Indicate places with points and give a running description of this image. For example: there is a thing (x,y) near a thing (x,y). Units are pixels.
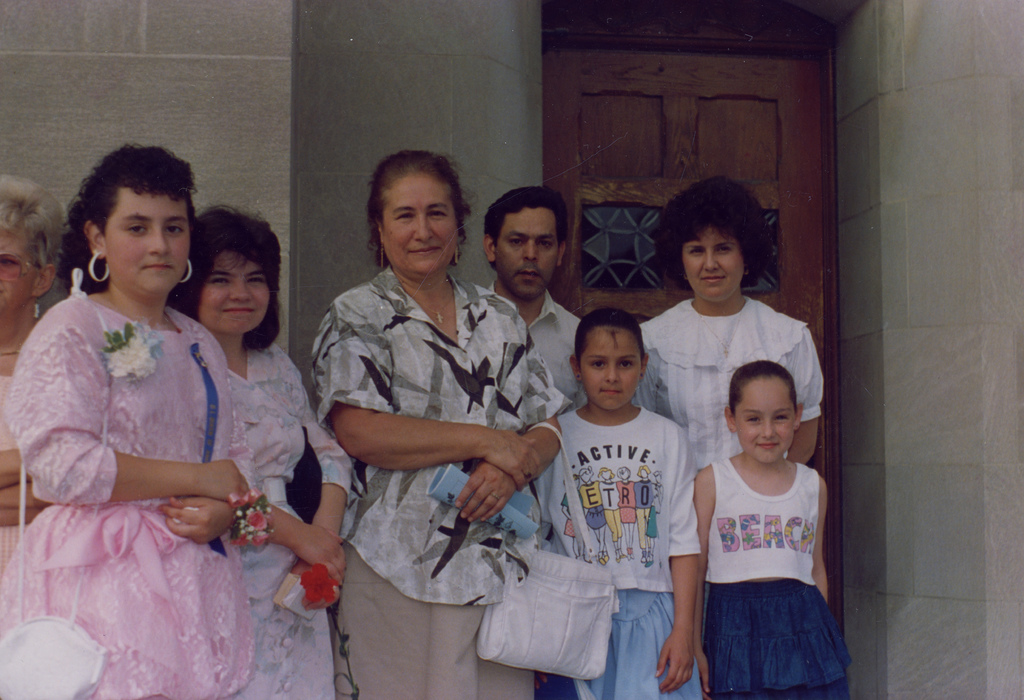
In this picture we can see a group of people (731,532) standing and smiling, bags (314,470) and in the background (789,95) we can see a door (801,98), walls (531,96).
